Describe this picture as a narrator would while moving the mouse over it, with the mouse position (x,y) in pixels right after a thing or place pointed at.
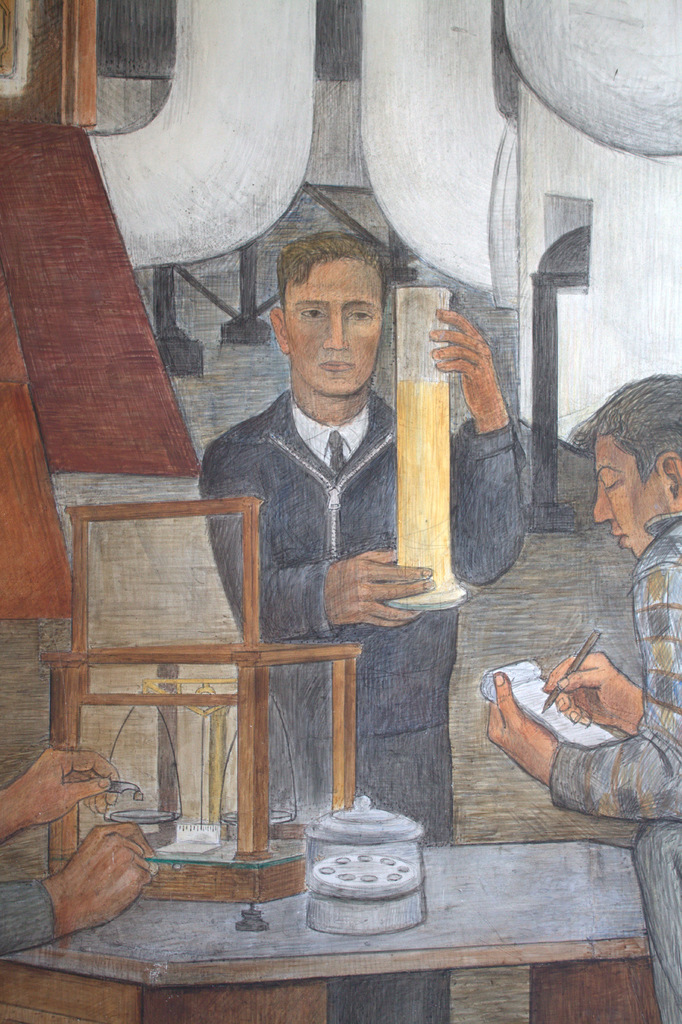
In the middle of the picture (344,425) I can see one person (385,549) holding some object (405,558). On the right side of the picture (613,457) I can see one person (572,690) writing something on the book (611,735). In front of person (507,570) I can see weight machine (222,778). And this is a drawing picture.
